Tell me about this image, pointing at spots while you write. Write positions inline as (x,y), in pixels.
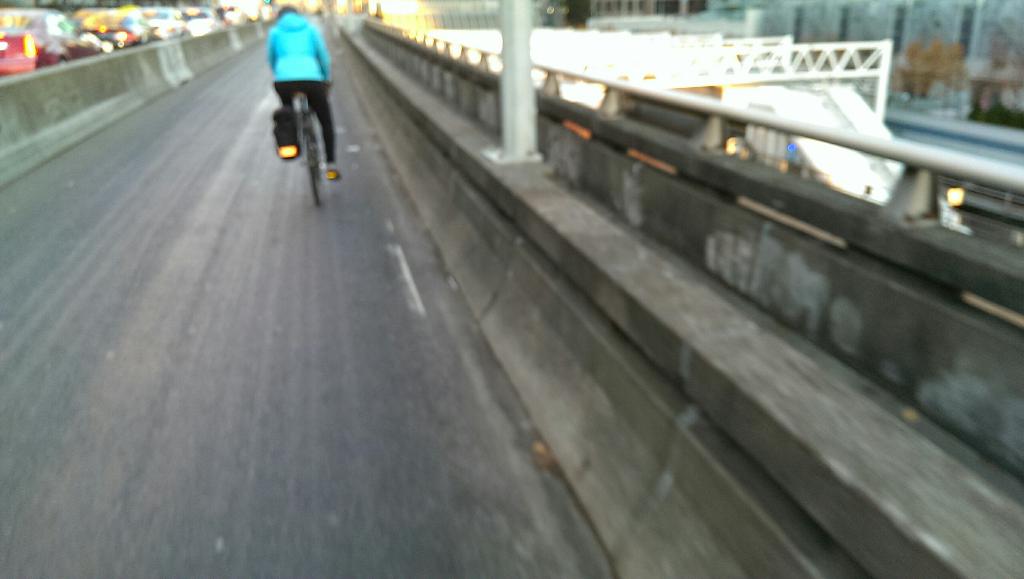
In this image in the center (539,216) there is one bridge (370,306), on the bridge (370,128) there is one person (287,79) who is sitting on a cycle (302,128) and riding. on the left side (80,46) there are some cars (116,39), on the right side (977,84) there are some buildings (913,42) and trees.
